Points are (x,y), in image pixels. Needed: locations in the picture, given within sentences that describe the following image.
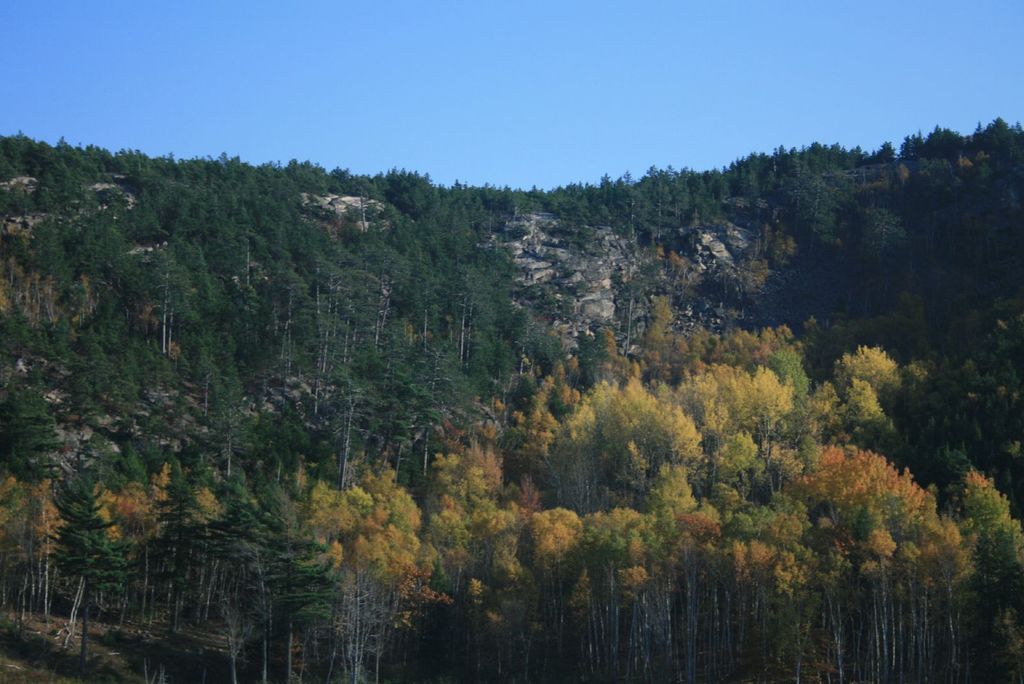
In this image I can see group of trees (337,340) and the hill (487,256), at the top (457,71) I can see the sky (753,67).
